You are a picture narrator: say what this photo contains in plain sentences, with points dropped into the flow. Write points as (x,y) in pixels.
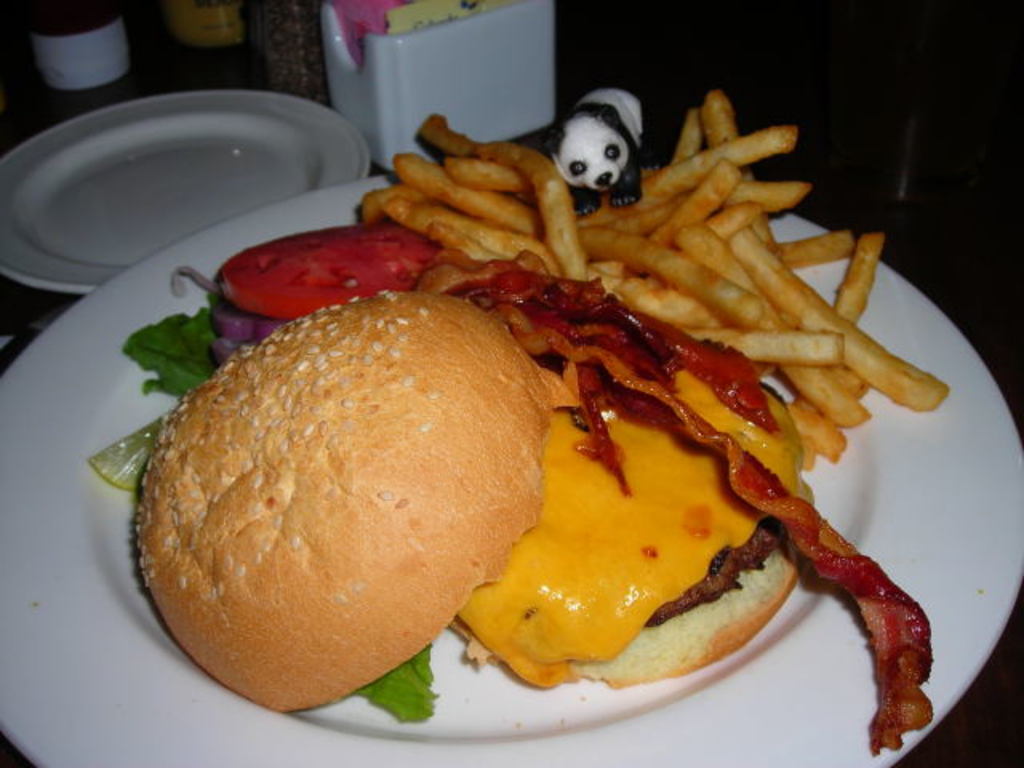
In this picture I can see a burger (641,466) and fries (578,226) in the plate (180,760) and I can see another empty plate (158,232) in the back (246,192) and I can see a bottle (124,45) and I can see a holder (399,64) with sugar sachets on the table (252,70) and I can see dark background (9,4).
